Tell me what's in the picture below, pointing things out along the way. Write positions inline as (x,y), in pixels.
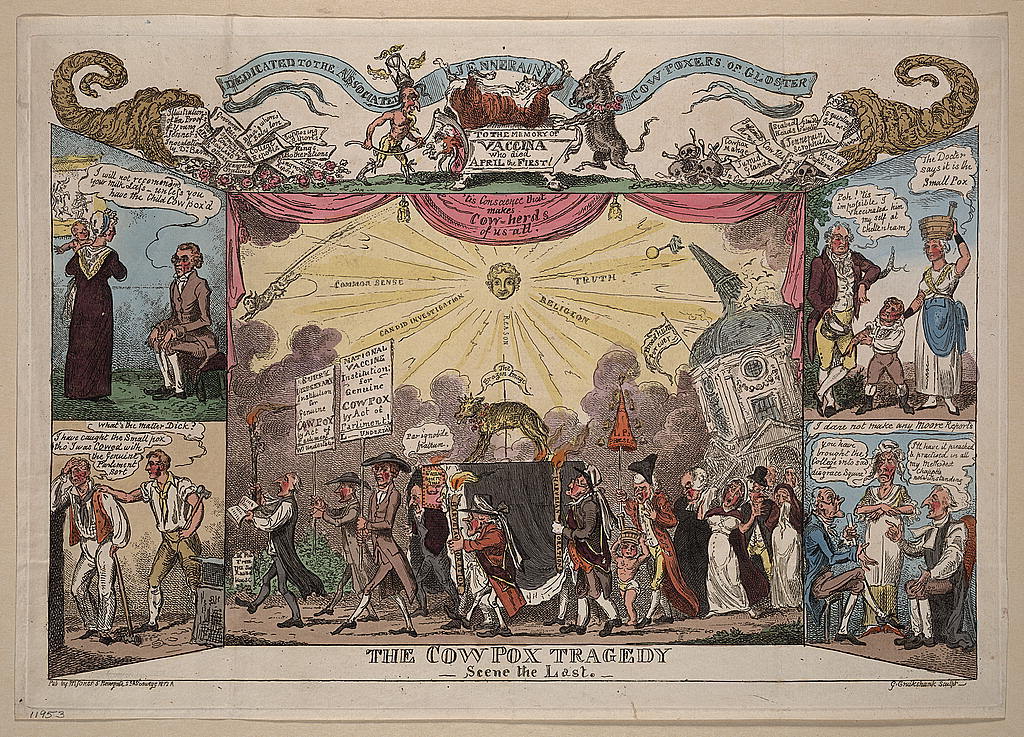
In this picture I can see the poster (754,310) which is placed on the table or wall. In the poster (731,254) I can see some people (573,498) were doing the march by holding the posters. At the top (592,153) I can see the cartoons (602,152) of the devils (399,132).
